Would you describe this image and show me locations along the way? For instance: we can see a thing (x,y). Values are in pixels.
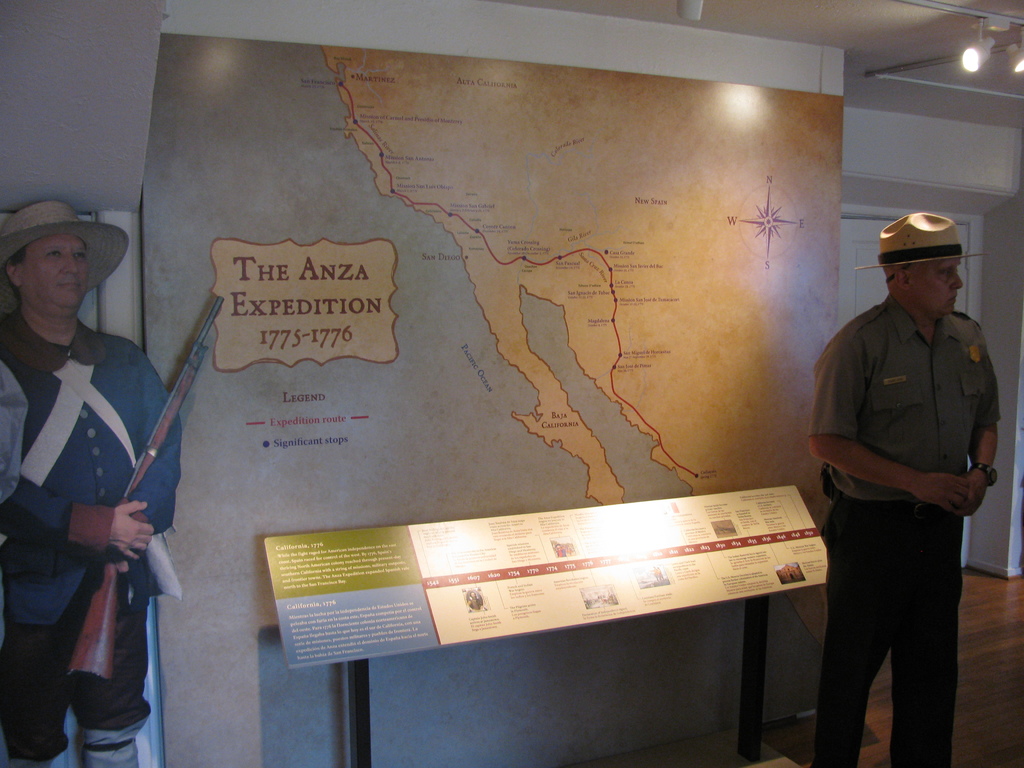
In the given picture, I can see a map (352,90) and towards left (88,501), I can see a person (100,400) holding a gun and towards right (876,395), I can see a person (913,376) wearing a hat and top of the right person (924,336), I can see two lights (965,69).
